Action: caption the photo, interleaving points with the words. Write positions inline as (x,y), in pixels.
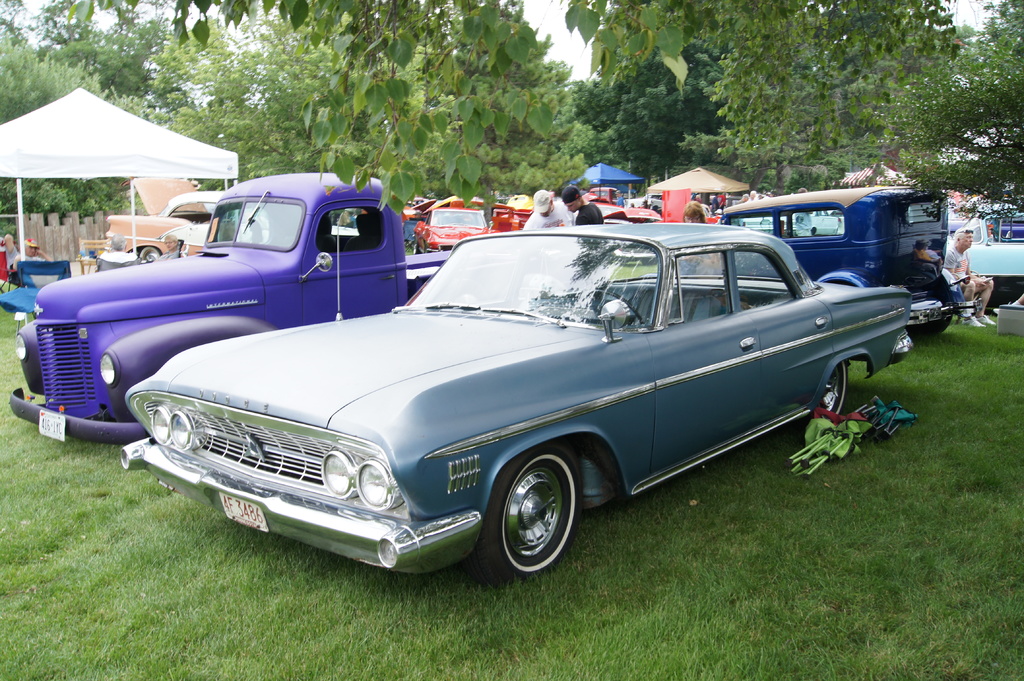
Here we can see vehicles (793,293), grass (893,524), tents (682,177), trees (662,180) and people (949,254).
